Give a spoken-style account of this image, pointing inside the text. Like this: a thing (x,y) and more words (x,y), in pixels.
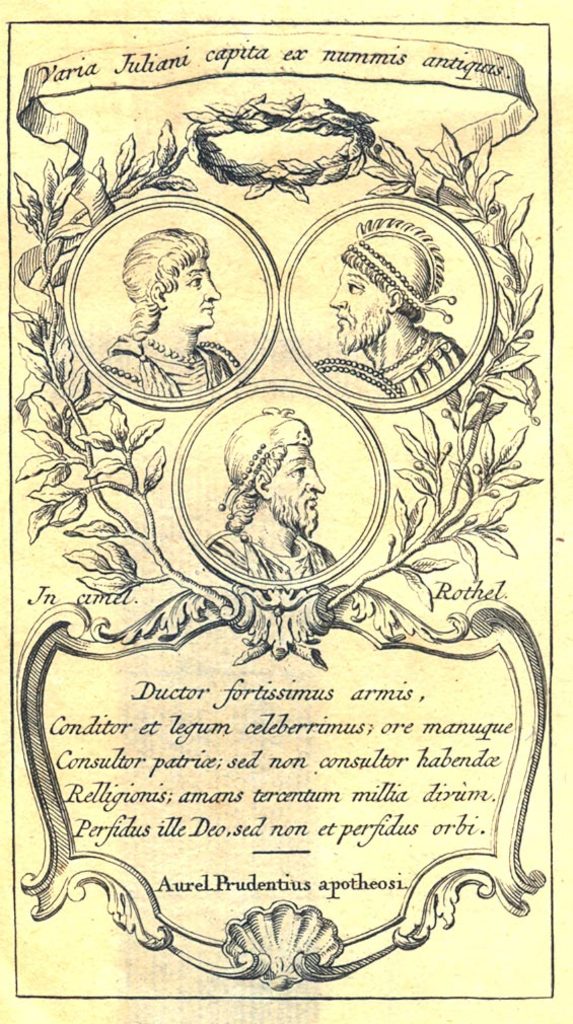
In this picture there are three persons (317,514) and there is something written above and below it.
